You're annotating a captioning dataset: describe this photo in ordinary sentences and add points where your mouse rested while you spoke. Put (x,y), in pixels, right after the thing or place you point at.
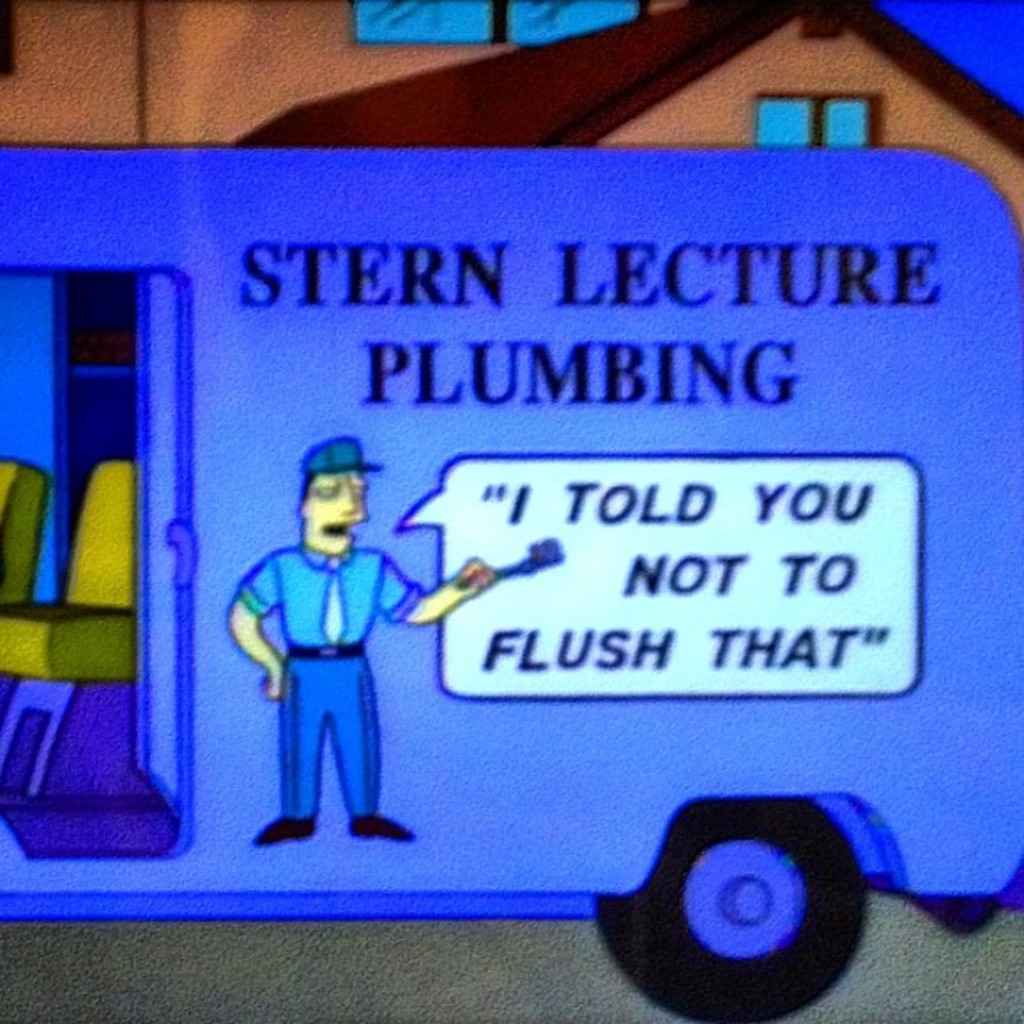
In the foreground of the picture (441,620) I can see a vehicle (584,236). I can see the painting (262,644) of a man (314,540) holding something in his hand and text (747,282) on the vehicle (545,451). In the background (578,81), I can see a house (621,90) and glass windows (778,101).
